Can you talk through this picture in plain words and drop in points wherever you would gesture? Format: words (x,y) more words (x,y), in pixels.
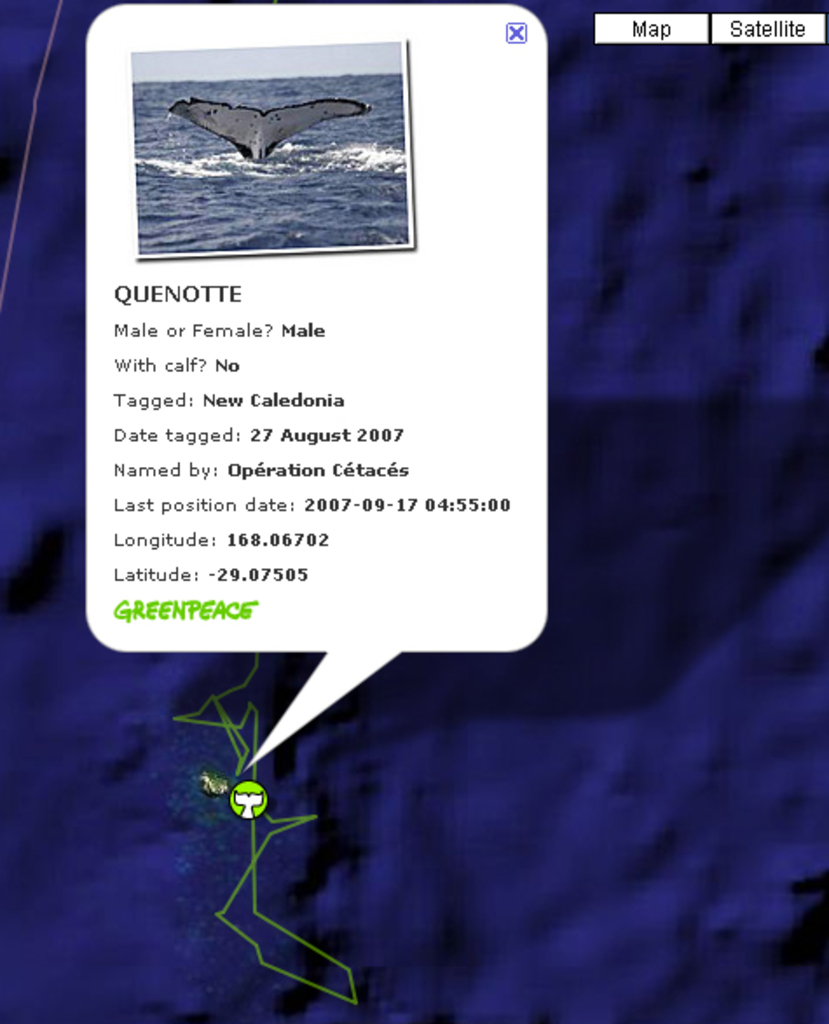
This is a poster (558,654). In this image there is a picture (351,119) of a marine animal (347,106) in the sea (276,216) and there is a text (229,470). At the top right (651,43) there is a text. At the bottom (692,802) there is a dark blue background (487,971).
